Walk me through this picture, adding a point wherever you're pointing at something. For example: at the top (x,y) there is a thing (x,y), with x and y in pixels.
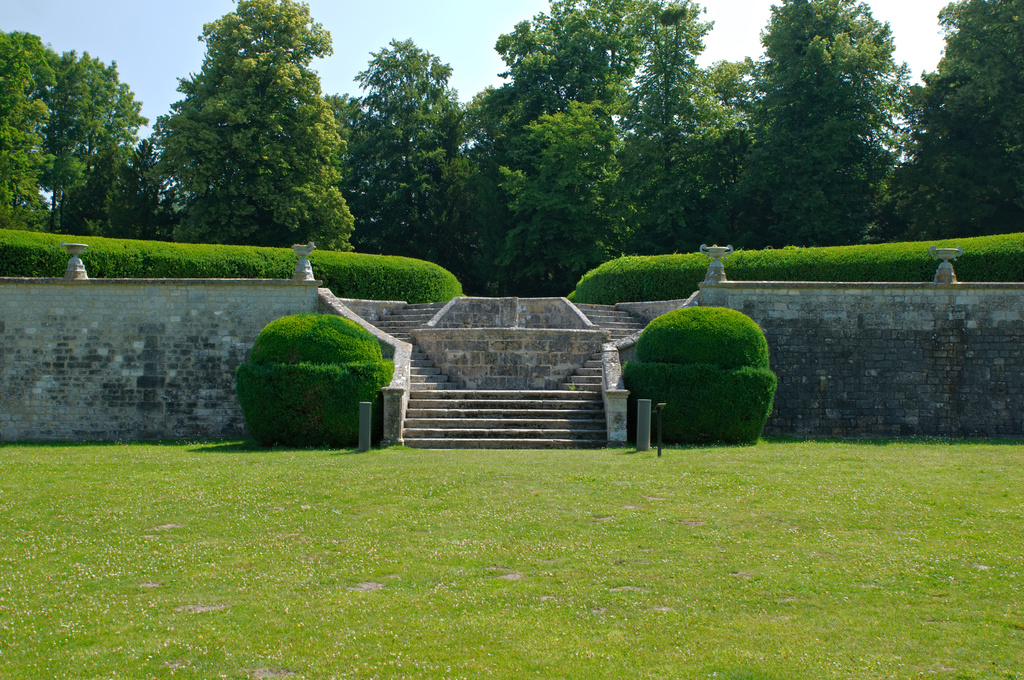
In the center of the image (356,263) we can see stairs (581,371), bushes (653,398), wall (542,318). At the bottom of the image (534,594) there is a ground (560,574). In the background of the image (436,186) trees (382,247) are there. At the top of the image (335,62) there is a sky (344,42).
